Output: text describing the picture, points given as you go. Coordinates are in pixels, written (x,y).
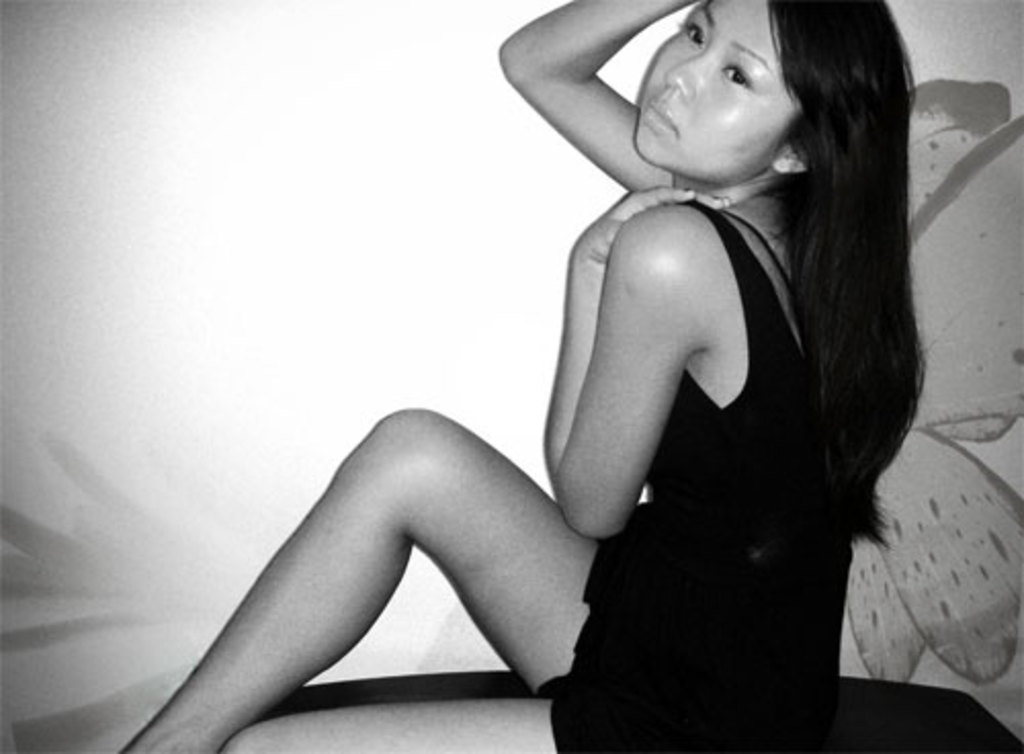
In this image, in the middle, we can see a woman (737,227) wearing a black color dress (730,236) is sitting. On the right side (893,576), we can see a painting (972,192) of a flower (952,330).
